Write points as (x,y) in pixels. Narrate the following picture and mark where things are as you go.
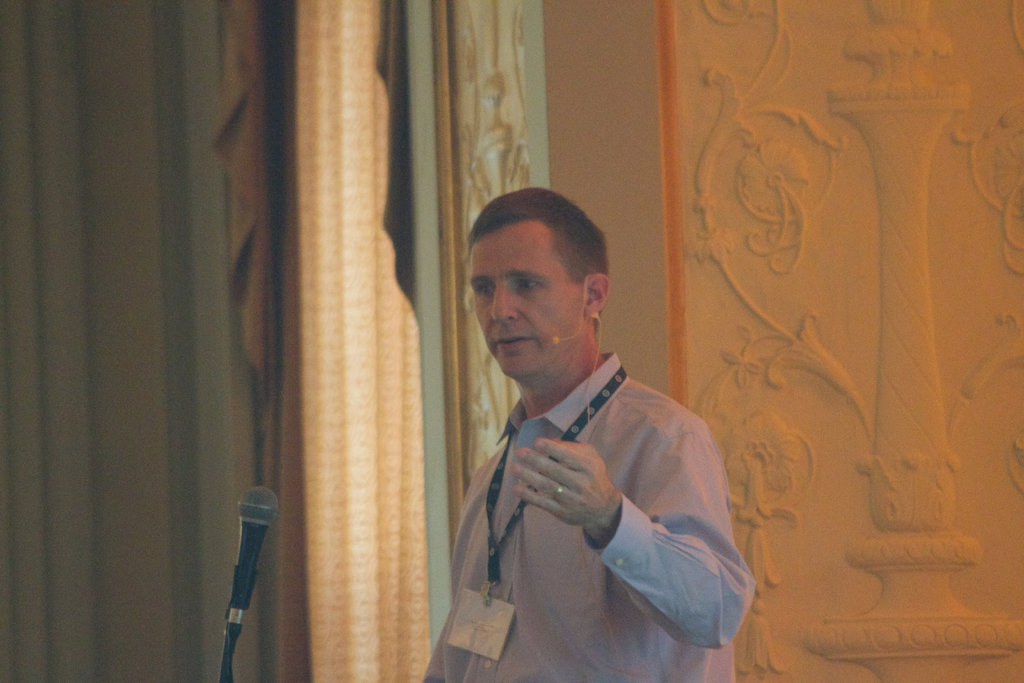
In this image we can see a man (536,482) and in front of him there is a mic (246,606). We can see microphone (598,322) on the person's ear (598,309). In the background (418,321) we can see curtain (327,231), object (476,396) and design (809,130) on the wall (761,211).
